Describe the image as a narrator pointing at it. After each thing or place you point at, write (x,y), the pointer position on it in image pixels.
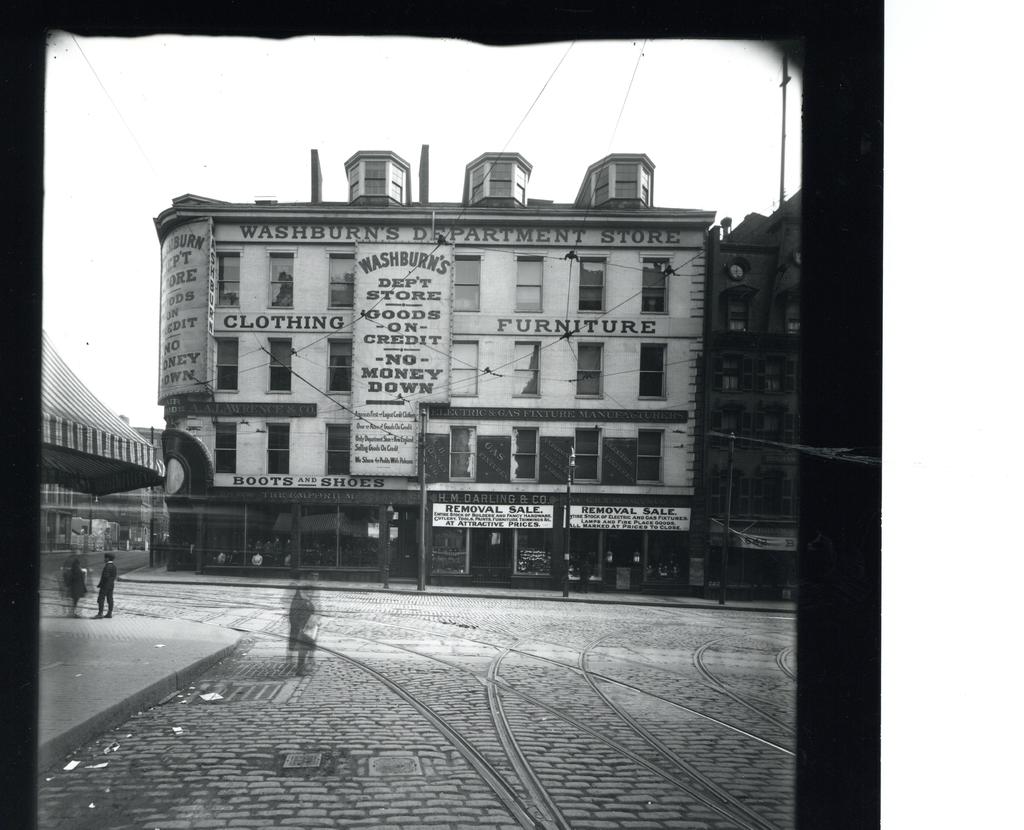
This is a black and white picture, in this image we can see a few buildings (339,396) with boards (437,469), there are some people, windows (220,435) and poles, in the background (117,380) we can see the sky (334,57).
